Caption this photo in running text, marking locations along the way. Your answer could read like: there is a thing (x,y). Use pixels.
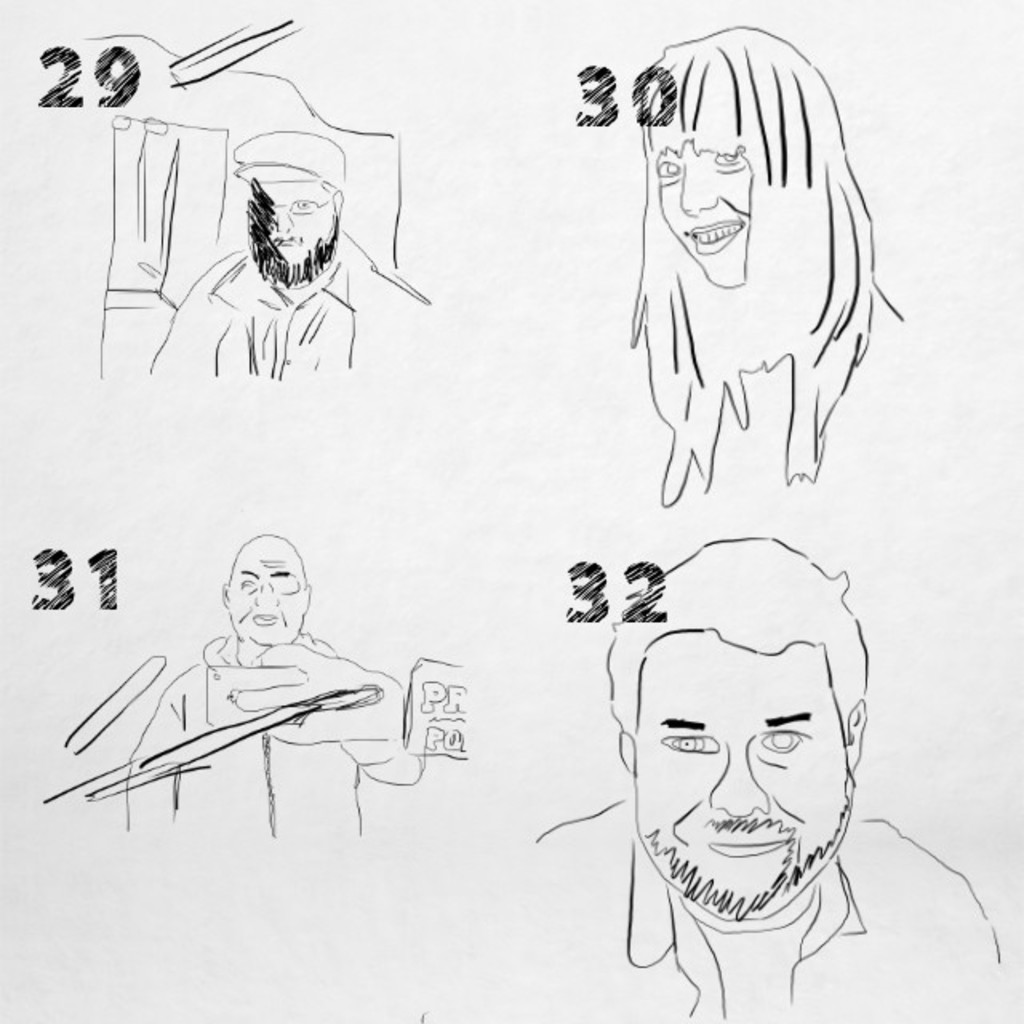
In this picture there is a poster (307,331) on which there are faces (643,754) of different people (352,289).
